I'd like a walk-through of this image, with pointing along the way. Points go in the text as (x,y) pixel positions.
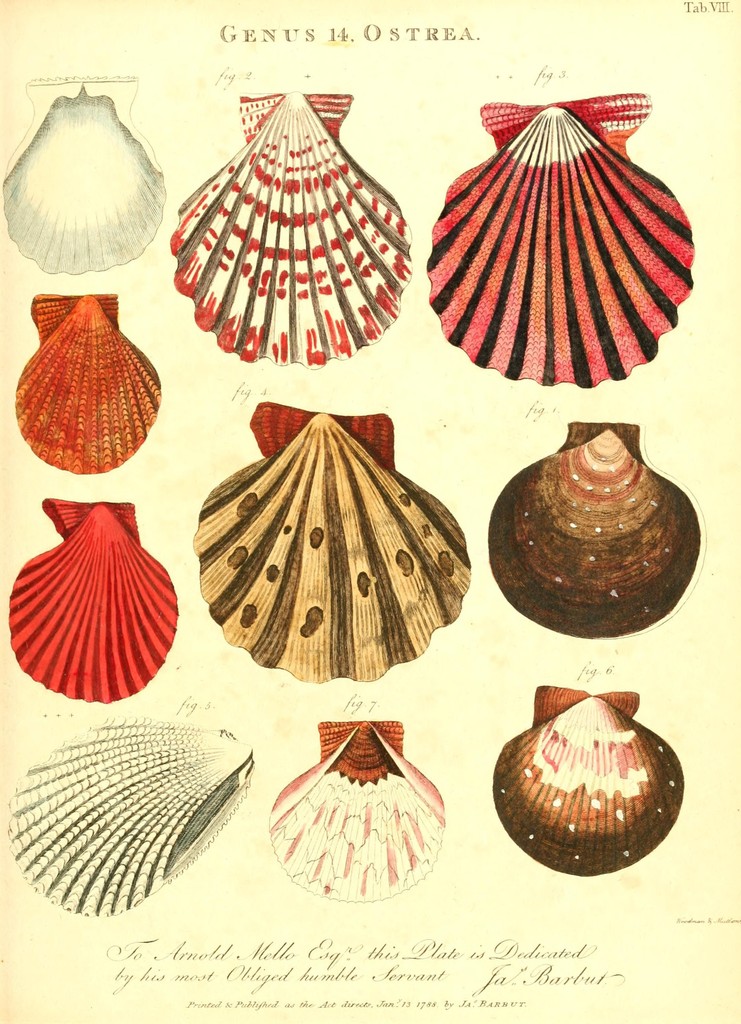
In this image I can see depiction of few shells (123,860). I can also see something is written on the top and on the bottom side of this image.
